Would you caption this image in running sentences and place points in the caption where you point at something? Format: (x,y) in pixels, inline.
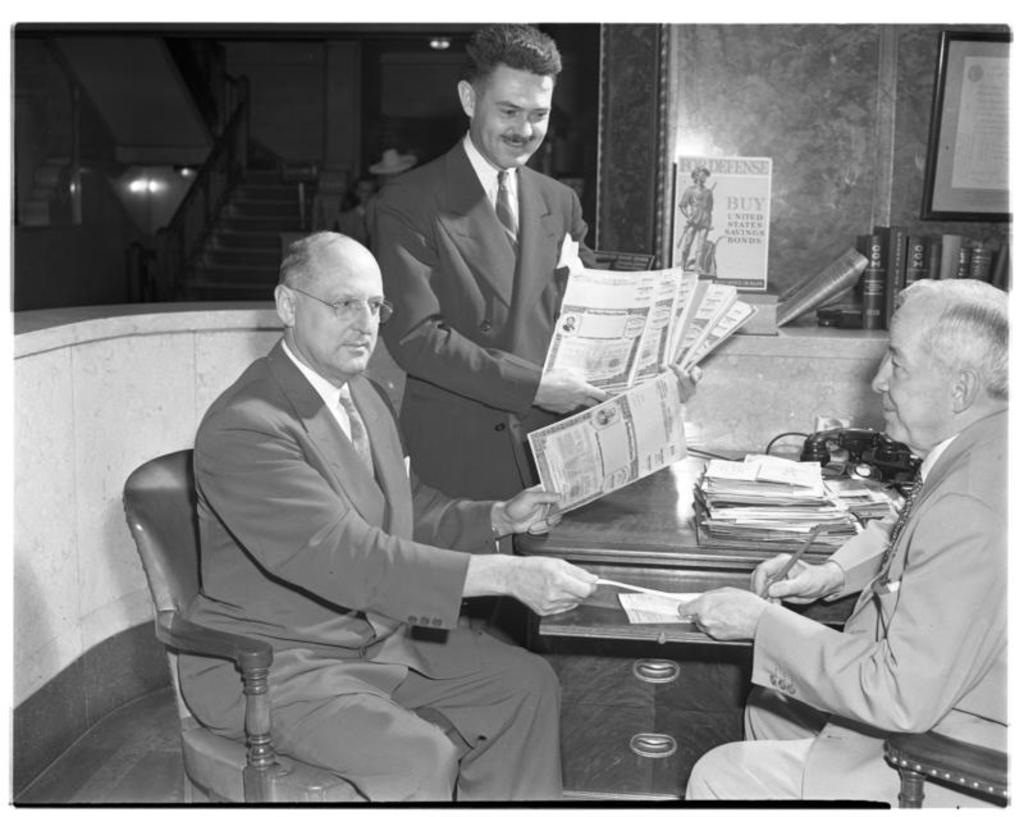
There are 3 men (539,526) here. Two men (505,569) are sitting on the chair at the table (821,600) and the other person (563,394) is standing and holding papers (583,339) in his hand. On the right (871,655) the person (865,640) sitting is holding pen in his hand (795,589). On the table (805,609) we can see phone (858,450) and books (761,461). In the background (208,230) we can see staircase (201,231), lights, books (867,239) and a frame (960,134) on the wall (775,165).
